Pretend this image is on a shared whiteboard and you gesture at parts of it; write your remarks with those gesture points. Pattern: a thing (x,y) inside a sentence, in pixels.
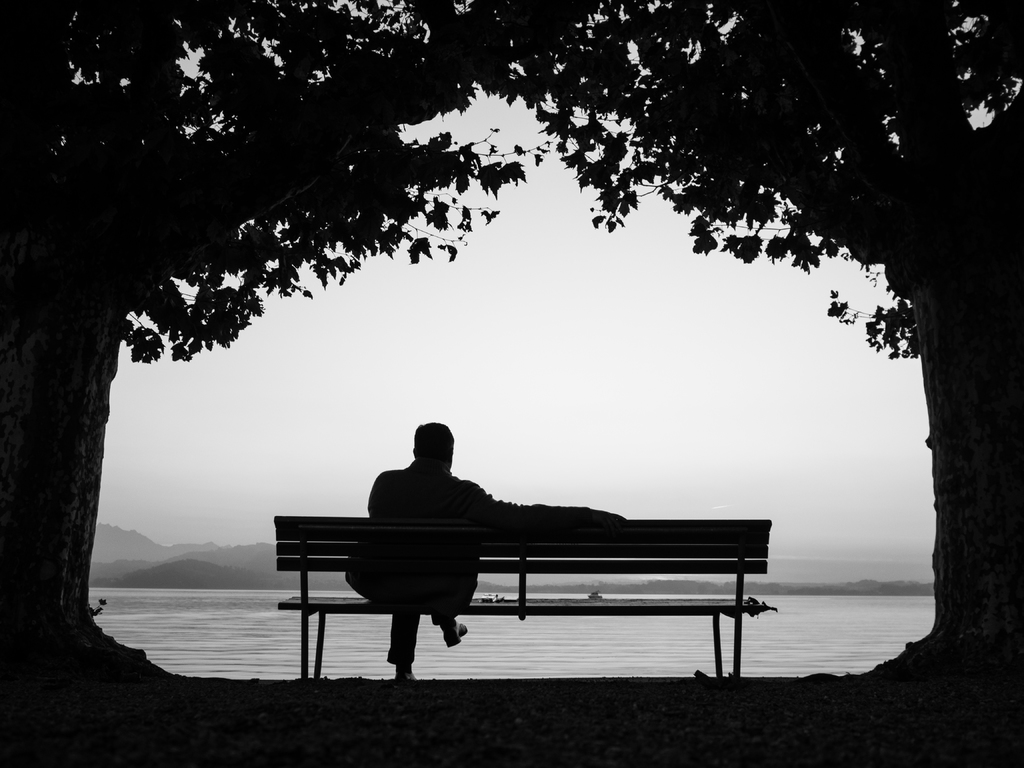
This picture describe a black and white photograph a natural scene in which a man (458,584) is sitting on the wooden bench (487,544) and watching the sea waves (488,630). Behind we can see lake water (827,637) and big trees (234,99) on the both the side and a clear sky (795,509) in between the trees (1002,176).
